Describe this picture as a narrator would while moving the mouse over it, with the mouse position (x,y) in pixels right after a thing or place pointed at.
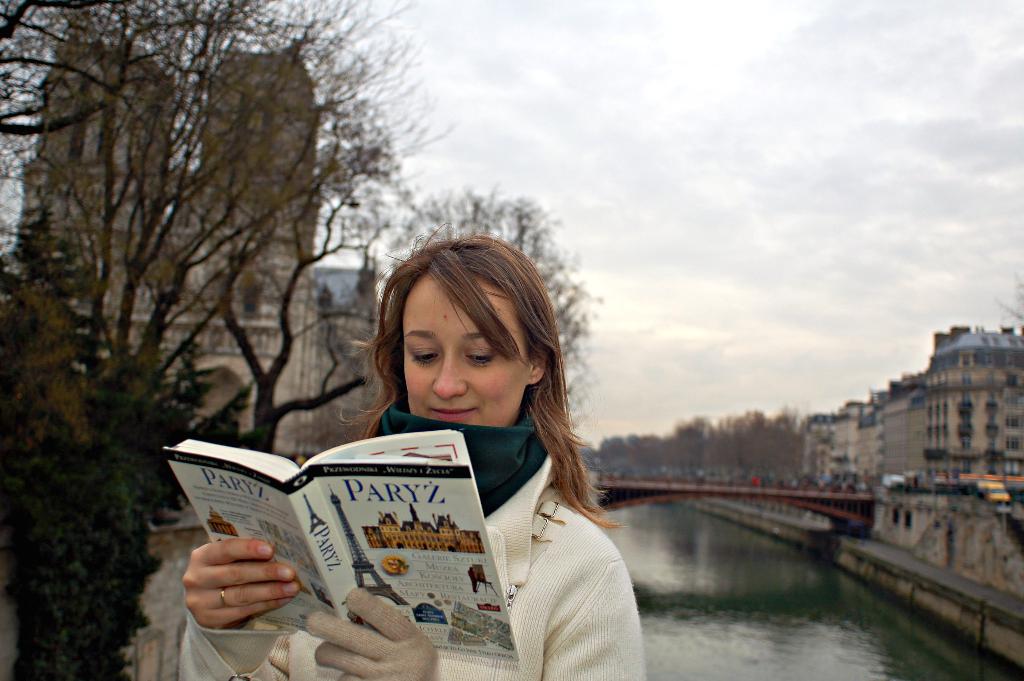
This is an outside view. Here I can see a woman (510,546) wearing white color jacket (561,623), holding a book (319,540) in the hands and looking into the book (313,479). In the background (713,604) there is a river (687,567) and also I can see a bridge (704,484). On the right (962,481) and left sides of the image I can see the buildings (938,396) and trees (16,440). At the top of the image (676,168) I can see the sky (824,138).
